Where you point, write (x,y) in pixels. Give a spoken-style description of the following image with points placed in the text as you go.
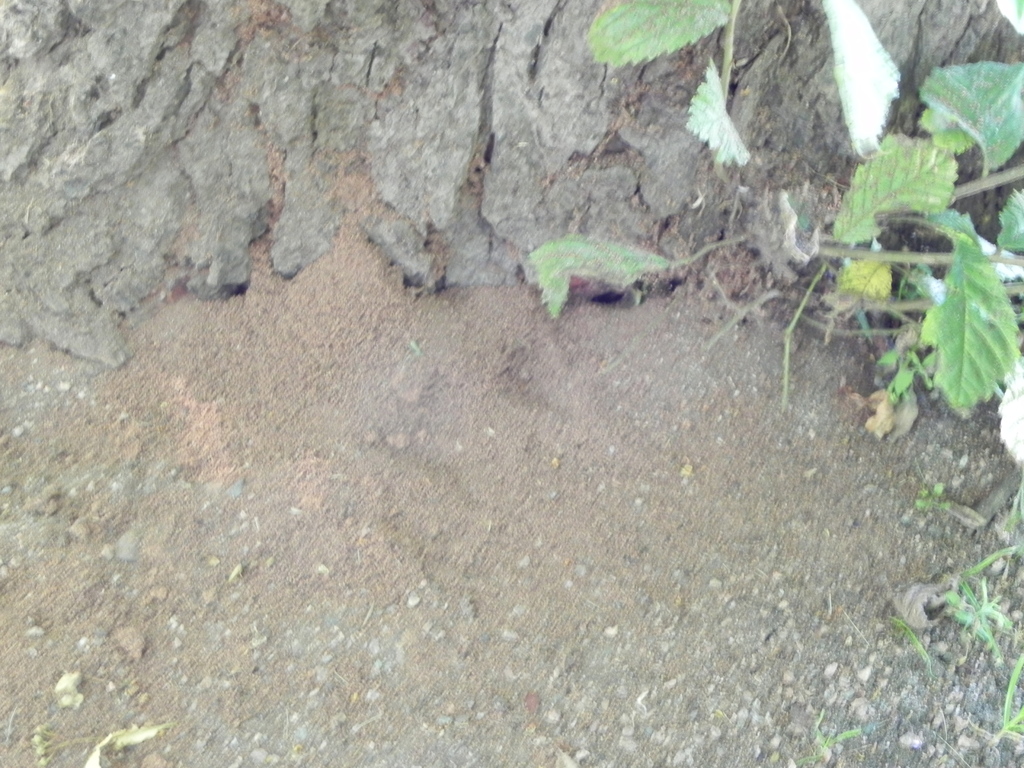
This picture is taken from outside of the city. In this image, in the right corner (950,336), we can see a plant (971,302) with green leaves (979,277). In the background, we can see land (742,472) with some stones (646,757).
